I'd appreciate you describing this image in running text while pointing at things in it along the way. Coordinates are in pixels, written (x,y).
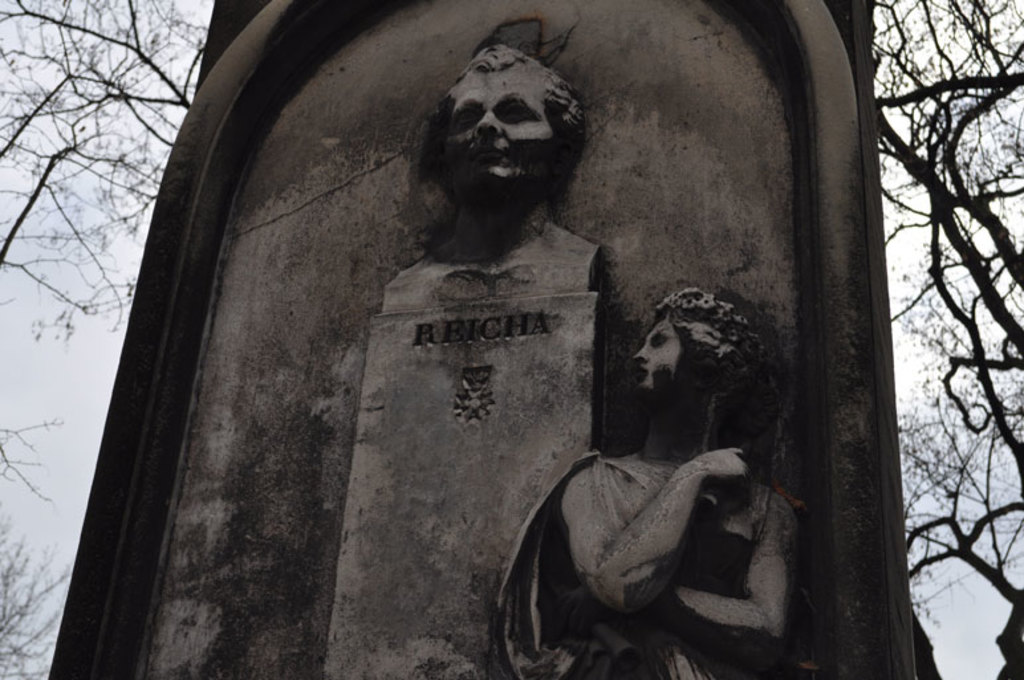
In this picture I can observe carving (504,387) on the stone (517,406). It is looking like a gravestone (258,262). In the background (19,107) I can observe trees (916,160) and sky (91,341).
